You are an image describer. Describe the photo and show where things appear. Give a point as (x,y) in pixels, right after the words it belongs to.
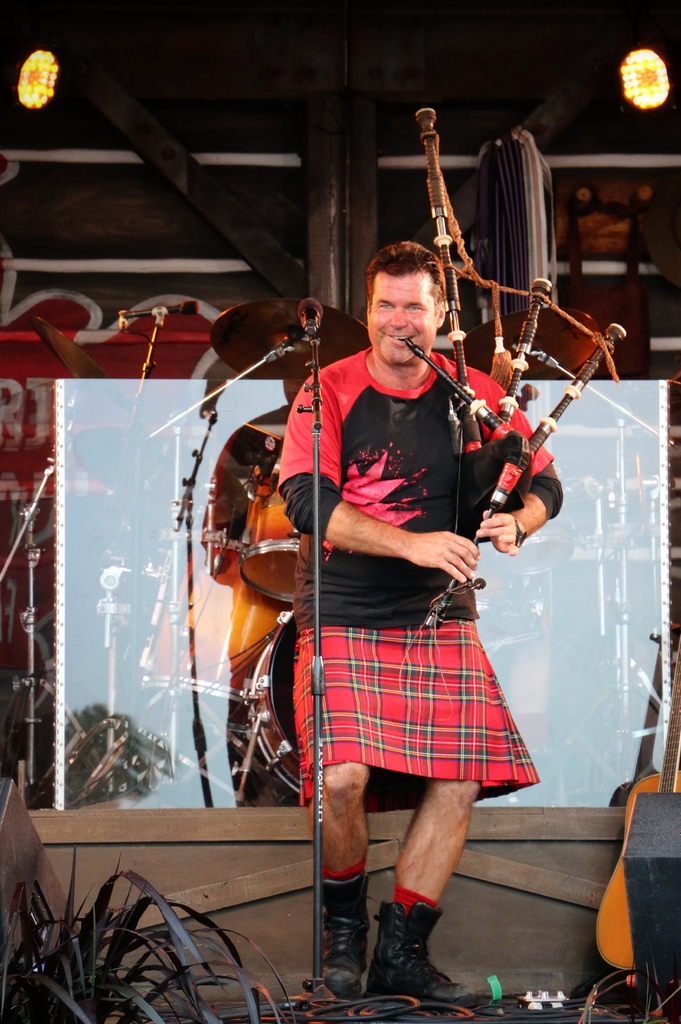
In this picture I can see a man (399,514) playing bagpipes (586,373) and I can see couple of microphones (120,313) and in the back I can see drums (271,498) and looks like a screen (173,416) in the back (652,560) and I can see couple of lights (52,66) on the ceiling (421,32) and I can see guitar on the right side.
